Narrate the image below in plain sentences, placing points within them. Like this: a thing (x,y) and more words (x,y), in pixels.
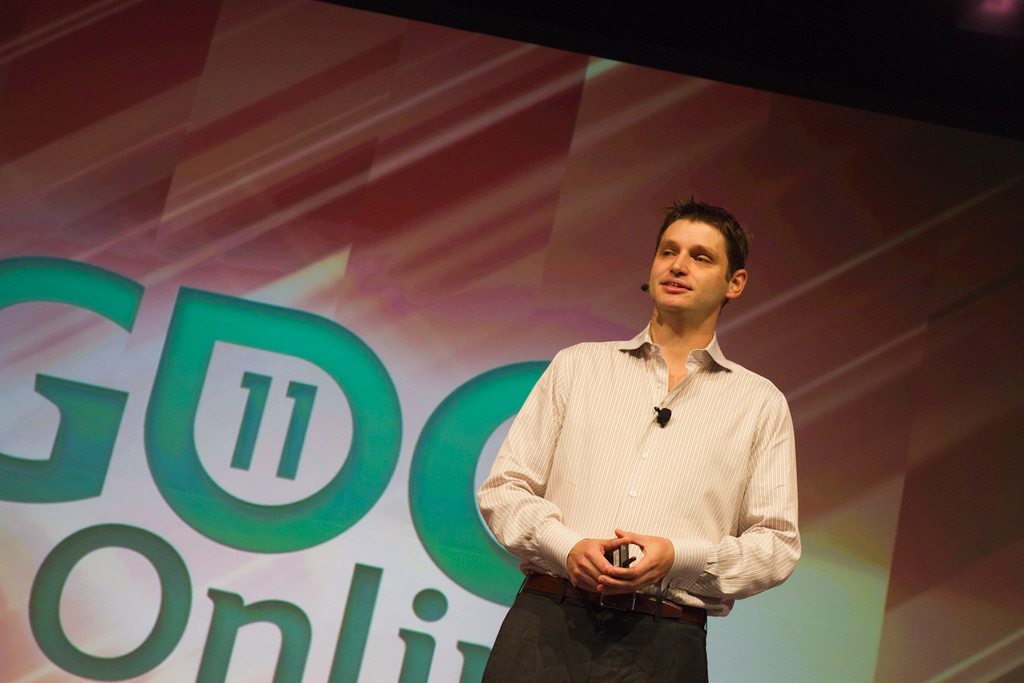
In the image we can see there is a man (739,534) standing and he is holding mobile phone (614,559) in his hand (640,562). There is a mic (666,413) kept on his shirt (691,399) and there is a mouth mic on his face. Behind there is banner (367,425).
